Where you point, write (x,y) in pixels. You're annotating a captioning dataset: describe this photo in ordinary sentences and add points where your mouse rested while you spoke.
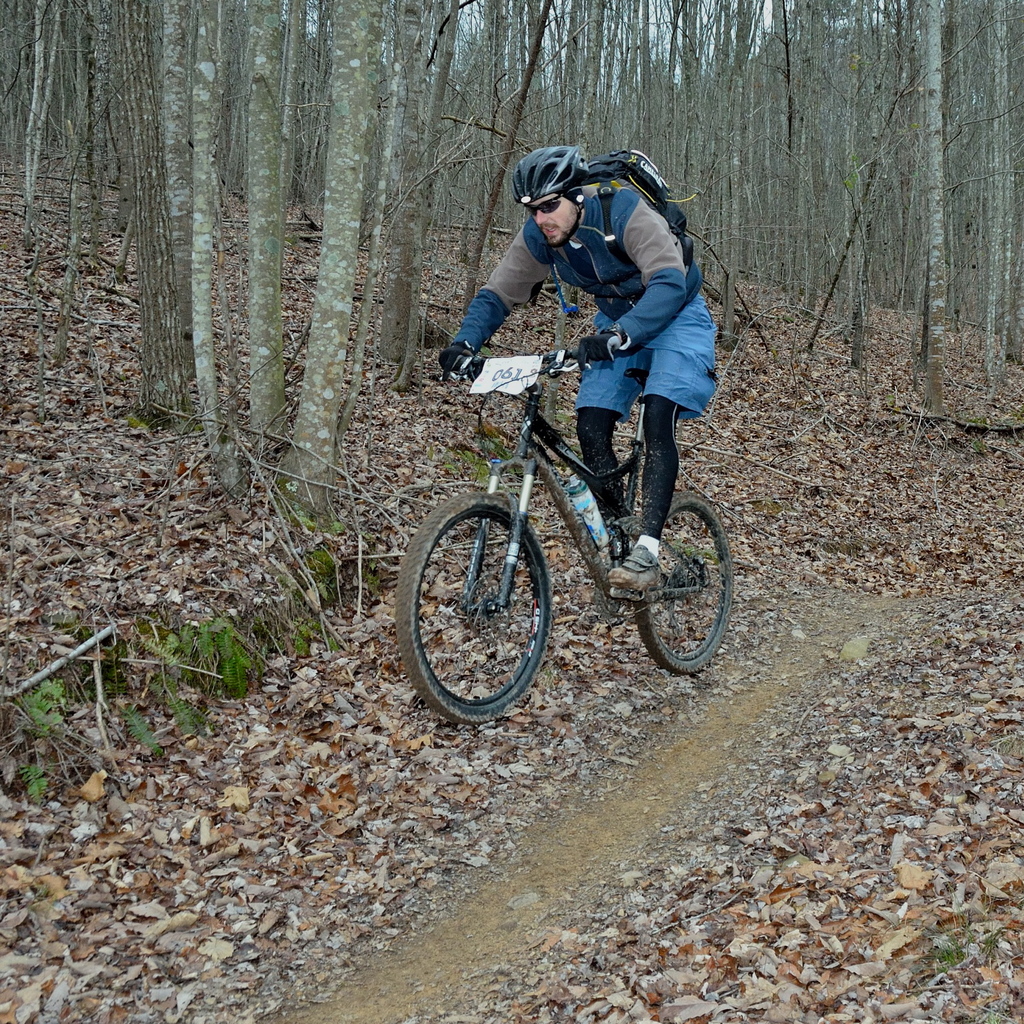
Here in this picture we can see a person (602,421) riding bicycle (600,572) on the ground (553,629) over there and we can see he is wearing gloves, goggles (549,205) and helmet (567,176) on him and carrying a bag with him and we can see trees (249,350) present all over there and we can also see dry leaves (862,420) on the ground (808,906) over there.
